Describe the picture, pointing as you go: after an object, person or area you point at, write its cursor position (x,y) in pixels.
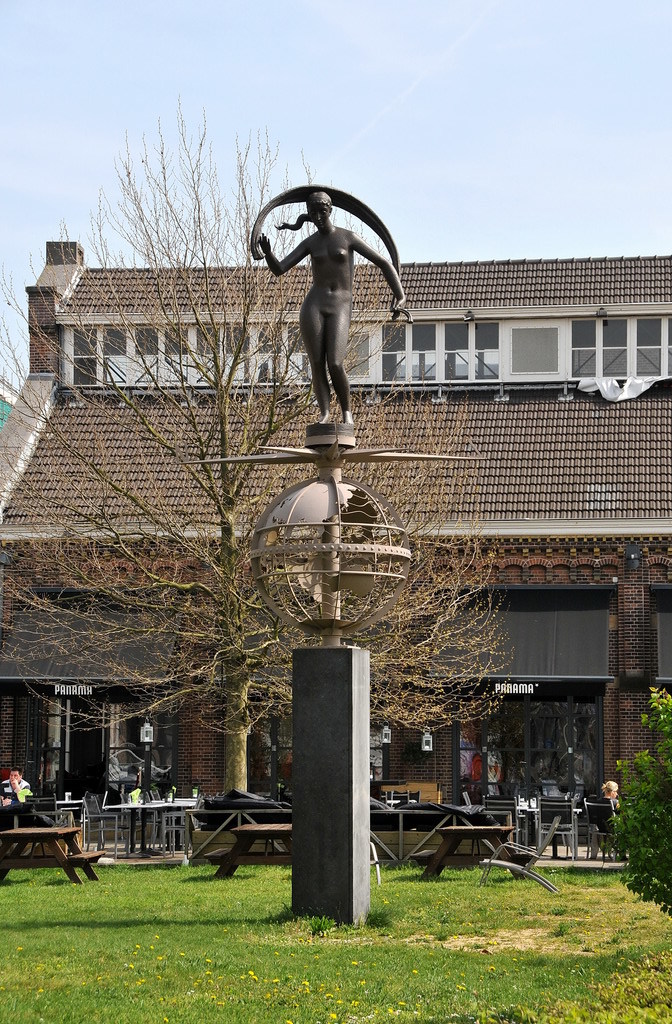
In the picture there is a pillar (336,673) and top of the pillar (340,657) there is a sculpture (314,357) in the background (211,482) there is a tree (226,482), some tables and back side of it there is a building (484,403) and sky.
